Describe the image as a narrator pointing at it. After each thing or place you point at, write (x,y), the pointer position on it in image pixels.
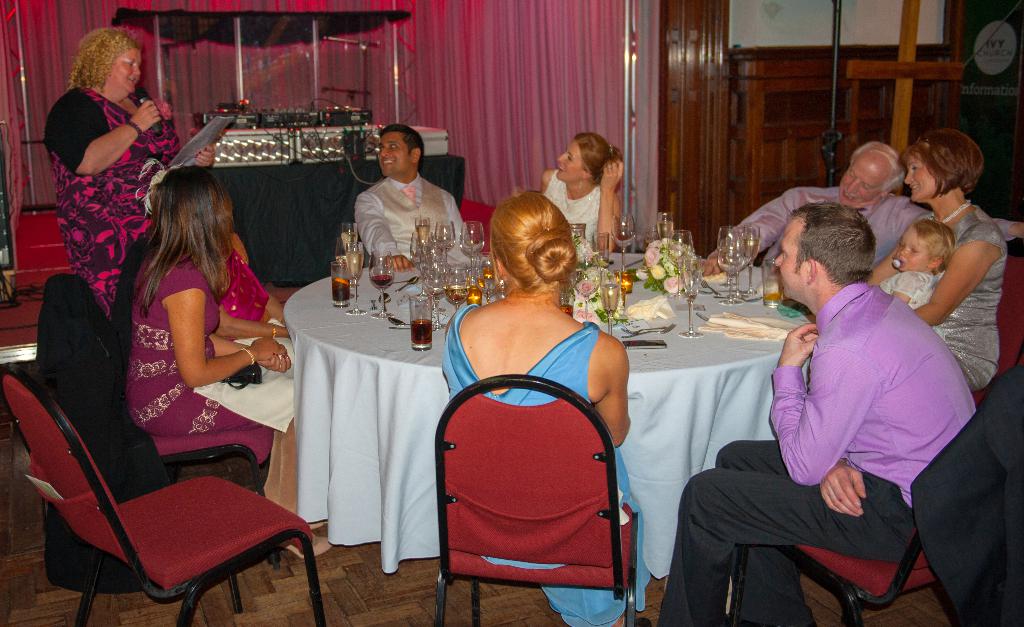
This persons (198,358) are sitting on a chair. In-front of this person (800,442) there is a table (366,336), on table (729,395) there is a flowers (652,282), spoons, cloth (737,328) and glasses (479,280). This woman (139,151) is standing and holds a mic (141,104). Far on a table (373,166) there is an electronic devices (254,145). This woman (76,143) holds a paper (175,160). On this chair (145,443) there is a jacket (88,418).
